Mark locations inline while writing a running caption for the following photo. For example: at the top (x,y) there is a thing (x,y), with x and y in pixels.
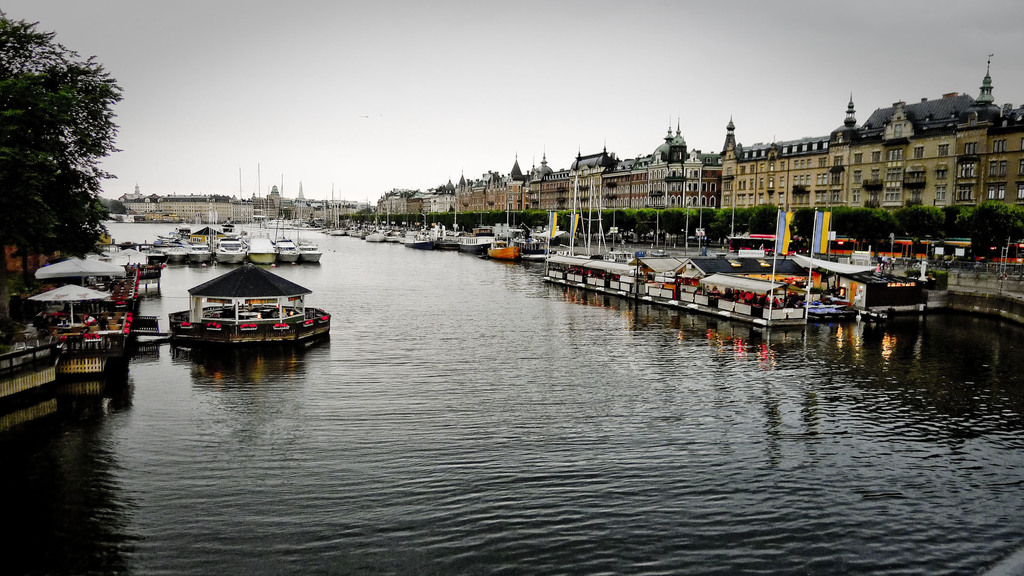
In the picture we can see the water surface (542,481) with many boats (178,232) and flags (782,234) on it and beside it we can see a part of the tree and opposite side we can see the trees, buildings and in the background (600,118) we can see the sky (513,118).
